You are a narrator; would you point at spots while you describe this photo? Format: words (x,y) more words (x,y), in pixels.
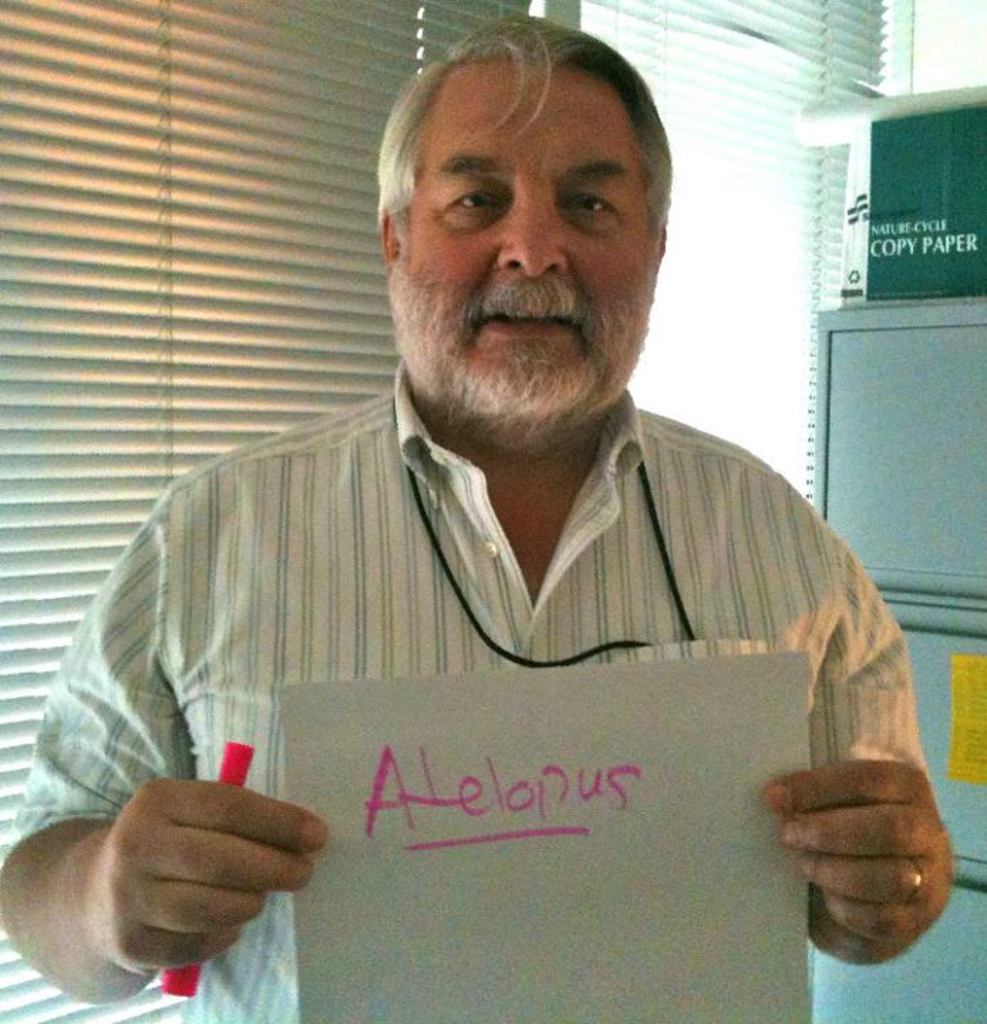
This image is taken indoors. In the background (207,302) there is a window blind (830,236). On the right side of the image (898,619) there is a cupboard (946,538) and there is a box (896,235) with a text (896,235) on it. In the middle of the image (367,517) a man (367,664) is standing and he is holding a marker (196,975) and a paper (468,912) with a text (527,829) on it in his hands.
